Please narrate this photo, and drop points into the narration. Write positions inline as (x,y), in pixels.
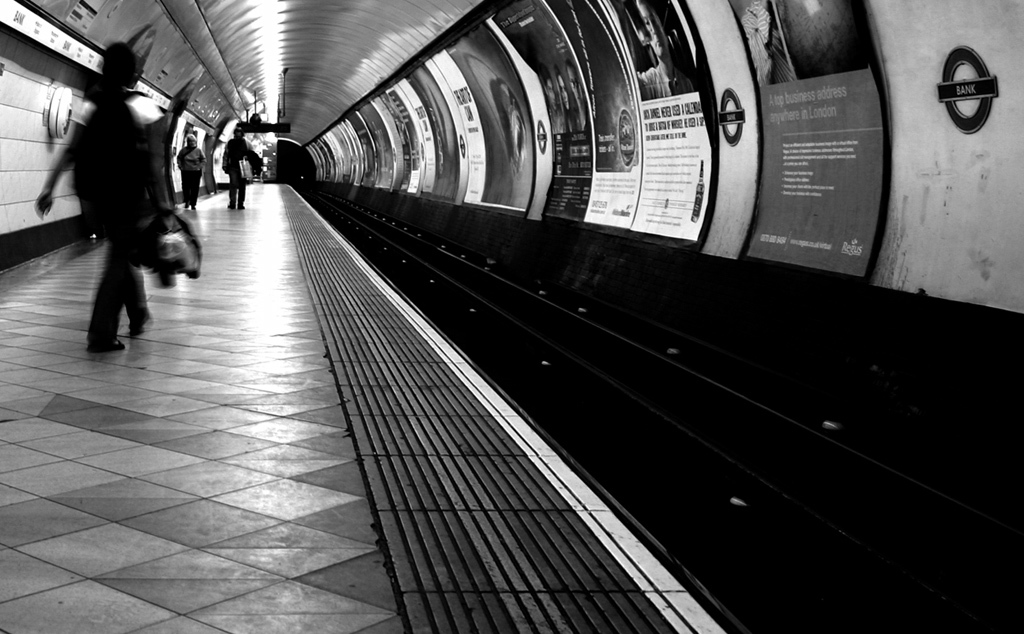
In this black and white picture there are a few people (145,251) walking on the floor (215,244). To the right (819,107) there are posters (431,137) sticked on the wall (726,56).
